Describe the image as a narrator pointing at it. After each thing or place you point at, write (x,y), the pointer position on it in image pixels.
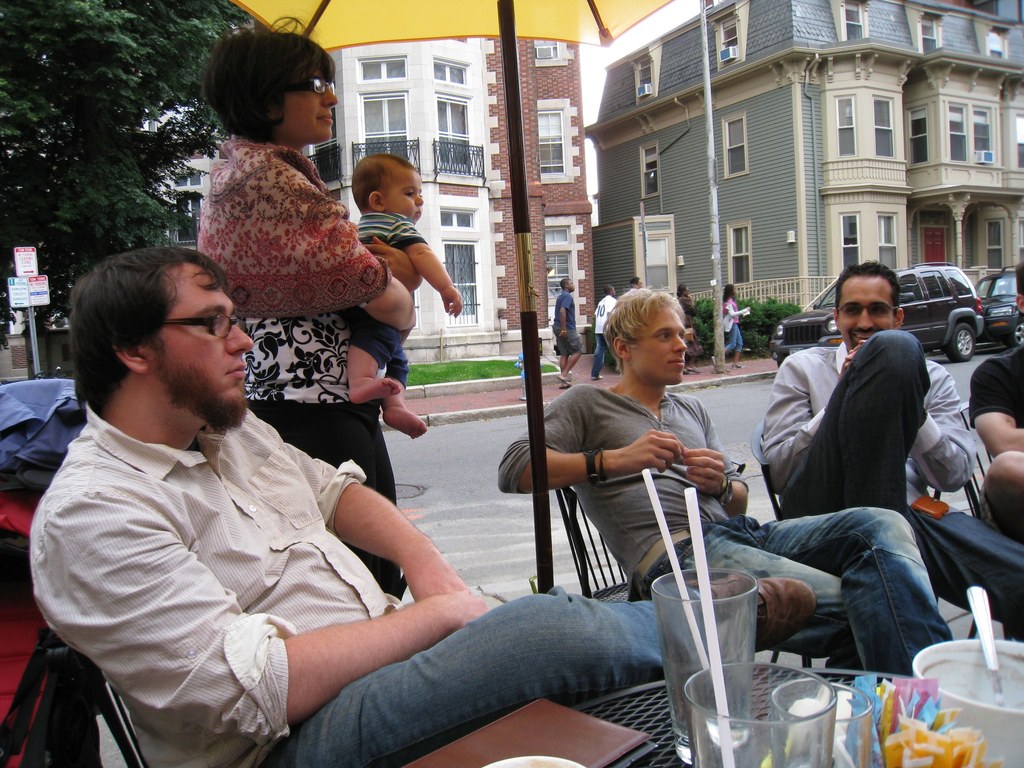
In this image, there are a few vehicles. We can see the ground (499,424). We can see a few people (786,622). We can see a table (655,684) with some objects (765,669) like glasses (783,680). We can see a few poles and buildings (726,120). We can also see a tree (89,108) and some objects (5,437) on the left (74,242). We can see some boards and a yellow colored object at the top (677,21) and the sky (677,21). We can see the fence (784,293).
